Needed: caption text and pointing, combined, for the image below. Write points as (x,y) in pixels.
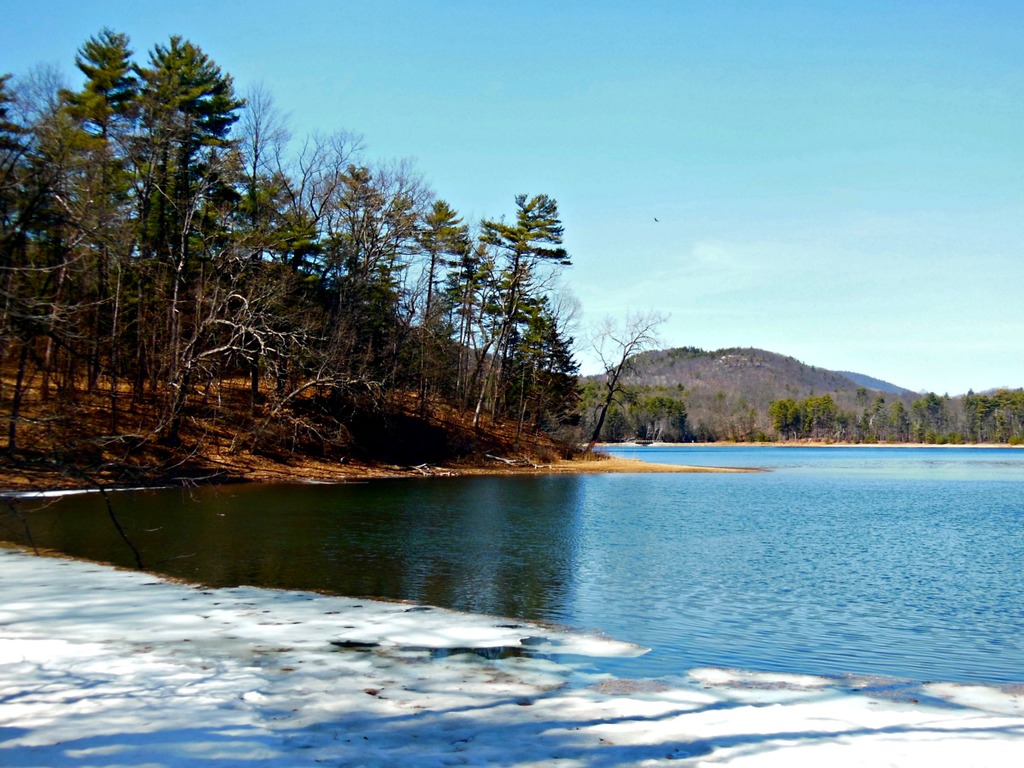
In this picture I can see trees (638,341), hill (692,386) and I can see water (606,612) and a blue cloudy sky (724,208).
